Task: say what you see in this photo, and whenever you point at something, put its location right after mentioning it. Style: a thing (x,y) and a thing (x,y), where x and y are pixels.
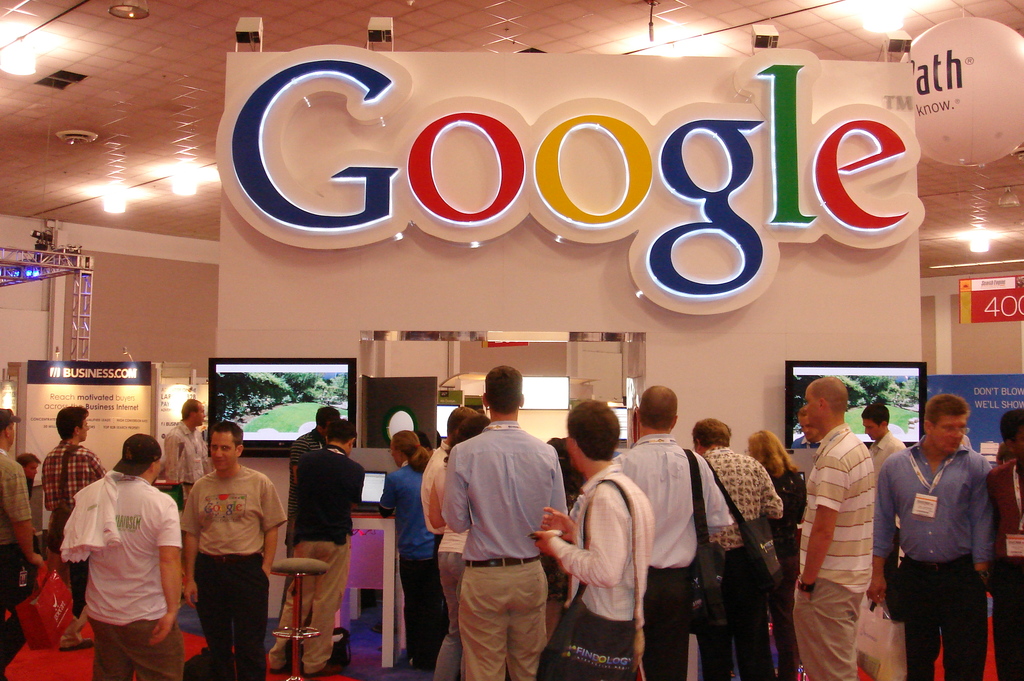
In this picture, we see many people (686,533) are standing. Beside them, we see a chair (295,611). In front of them, we see a table (376,529) on which a laptop (376,478) is placed. Beside that, we see a wall (382,456) on which a television (279,408) is placed. Beside that, we see a grey color door (396,395). On the right side (978,426), we see the board (959,389) in blue color with some text (993,403) written on it. We even see a board (978,302) in red color. Beside that, we see a white wall (874,358) on which a television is placed. In the middle (581,232), it is written as "GOOGLE". On the left side (16,521), we see a man (17,539) is holding a red color plastic bag (43,596). In front of him, we see the boards (109,406) in white color with some text (98,375) written on it. Behind that, we see an object (77,284) which looks like a hoarding stand (66,259). At the top (217,78), we see the ceiling (101,103) of the room (405,87).
